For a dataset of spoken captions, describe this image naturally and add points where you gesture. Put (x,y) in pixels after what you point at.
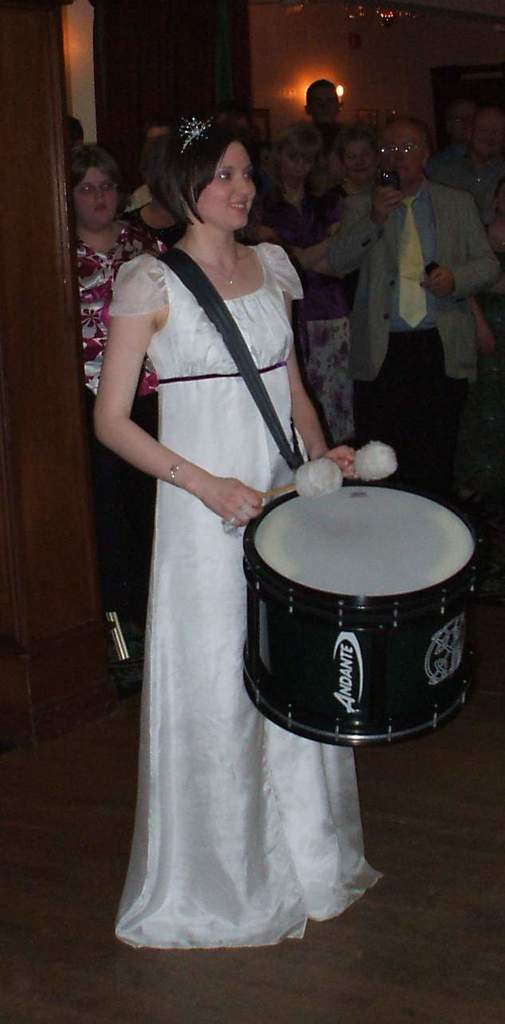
In this picture we can see a woman (129,392) standing, she has a drum (430,496) with two drum sticks (363,472) holding in the hands (225,484) and in the backdrop (122,218) there are few people (310,161) standing, there is a pole (66,184) on the left side (60,642) and there is a wall (278,44) in the background (272,62).
